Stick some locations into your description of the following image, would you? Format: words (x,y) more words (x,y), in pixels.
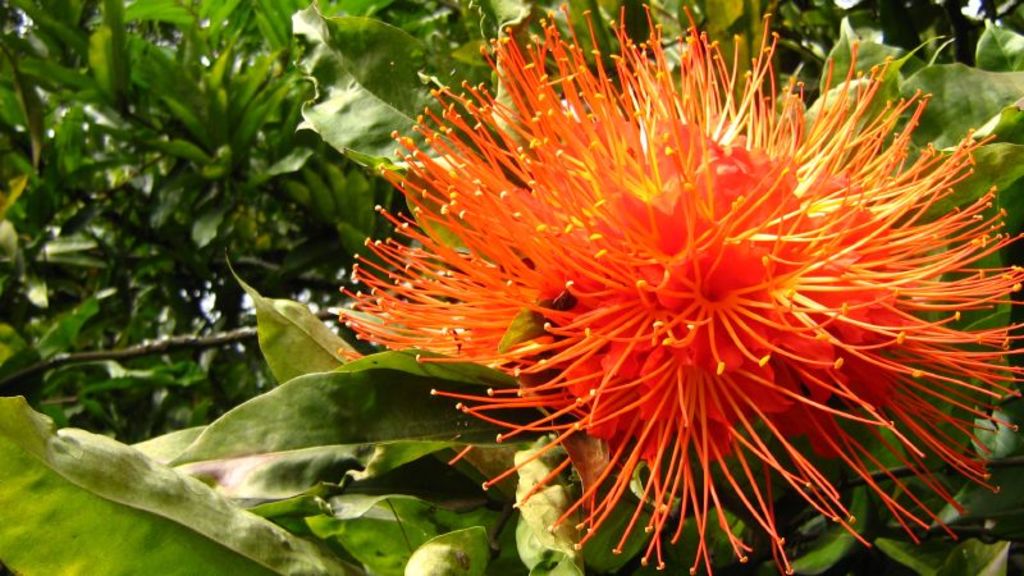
In this picture we can see a flower (671,424) and in the background (756,10) we can see plants (298,375).
